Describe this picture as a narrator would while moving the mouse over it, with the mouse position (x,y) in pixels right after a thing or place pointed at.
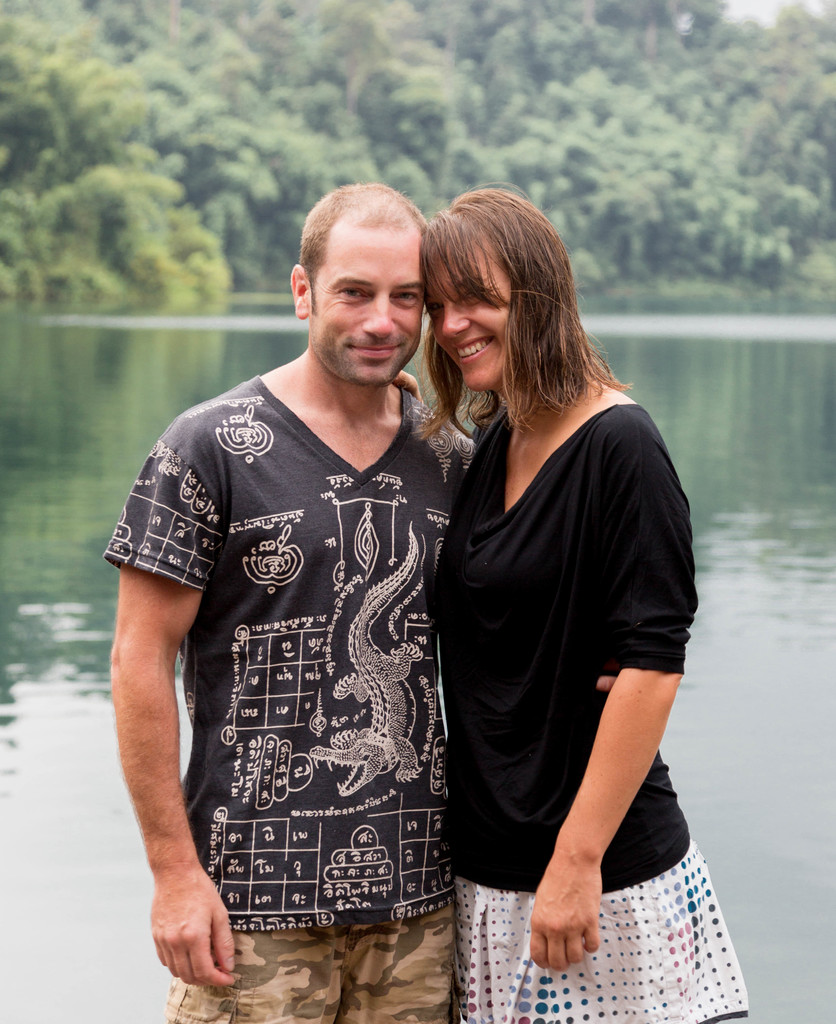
In this image we can see man (369,641) and a woman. In the back (75,343) there is water (36,383). Also there are trees (370,107).
